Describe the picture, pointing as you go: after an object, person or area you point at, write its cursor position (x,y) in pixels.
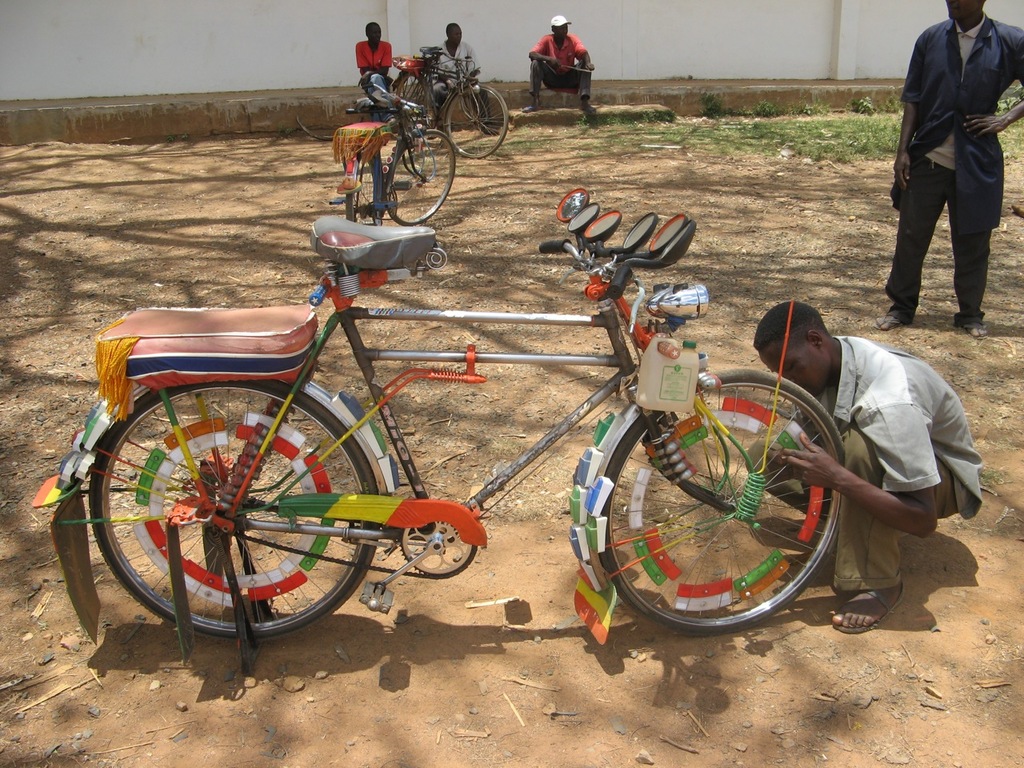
There is a man (886,487) sitting like squat position, in front of this man (857,476) we can see bicycle (729,384) and this man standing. In the background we can see bicycles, wall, grass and there are three people (563,76) sitting.
